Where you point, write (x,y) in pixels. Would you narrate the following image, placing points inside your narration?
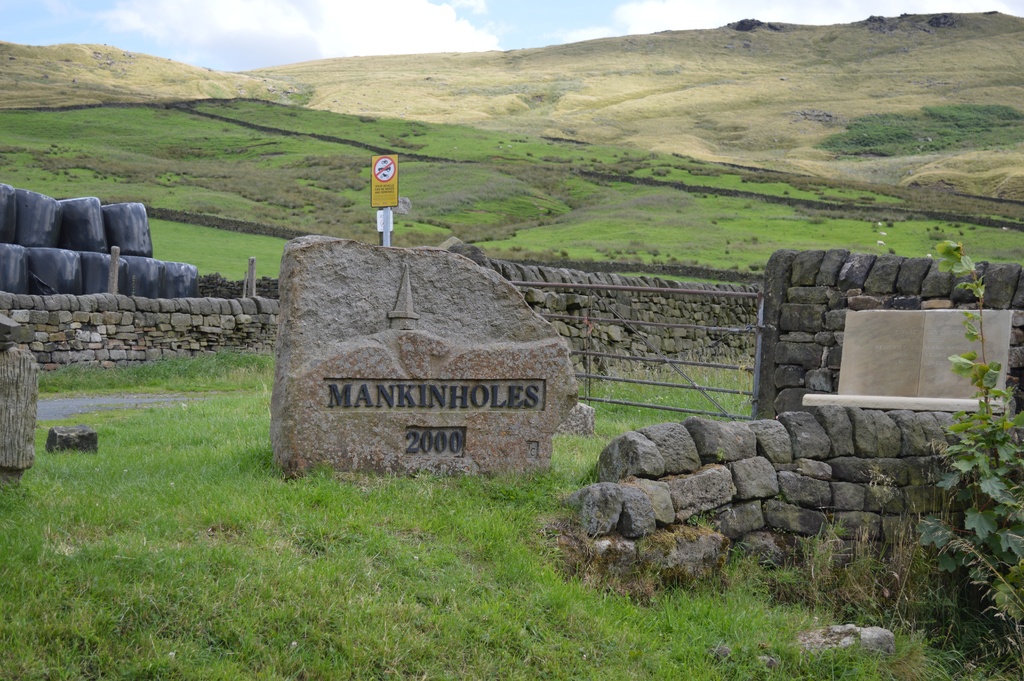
There is a headstone (442,310) in the center of the image (353,344) on the grassland (656,376) and there is a sign pole (373,173) behind it. There are stones (770,403) and greenery (687,398) in the image and there is sky (534,33) at the top side (539,16).
